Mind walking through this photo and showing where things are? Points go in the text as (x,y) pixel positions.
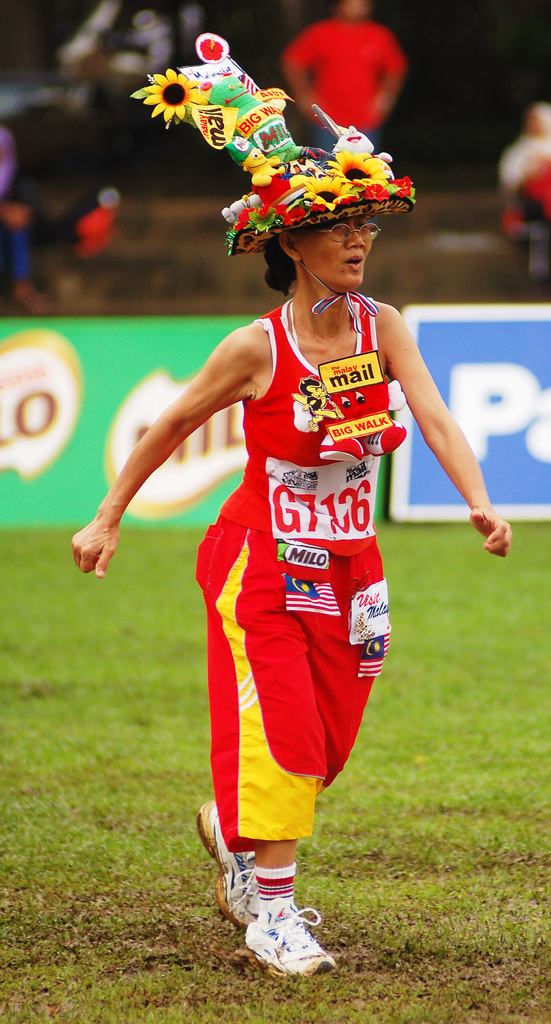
In the foreground of the image (336,1011) we can see the grass (183,967). In the middle of the image (351,675) we can see a lady (344,688) running whereas she wore a red color dress (370,553) and different type of hat (276,164). On the top of the image (340,95) we can see a person (387,58) is standing which is in a blur.
